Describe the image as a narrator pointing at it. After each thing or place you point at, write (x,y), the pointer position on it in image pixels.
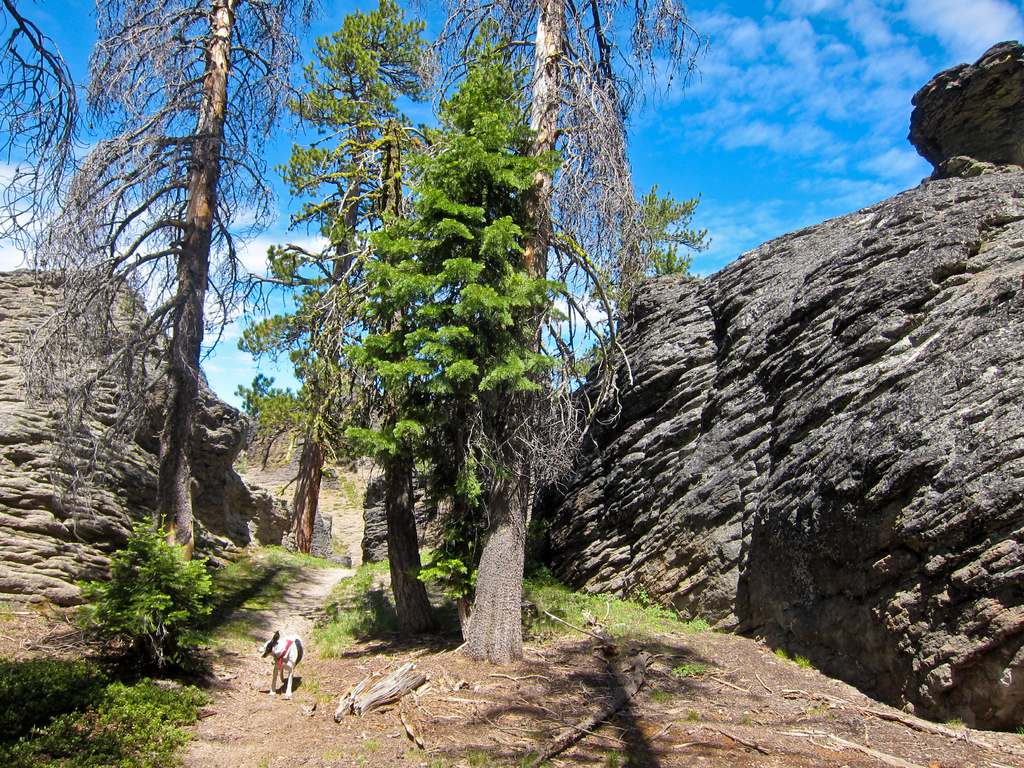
There is a dog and some plants (334,593) present at the bottom of this image (150,599). We can see rocks (856,408), trees (460,440) in the middle of this image (666,472) and there is a cloudy sky (282,209) in the background (281,218).
